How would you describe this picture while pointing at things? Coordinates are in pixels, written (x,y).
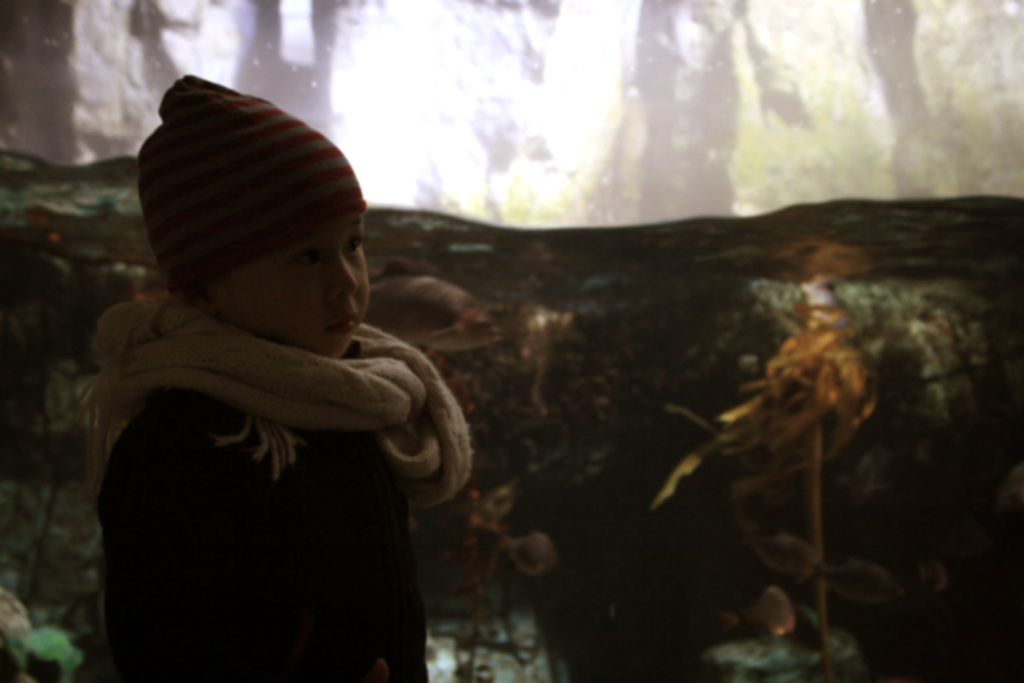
In this image there is a boy (316,581) standing, in the background (445,18) it is blurred.
